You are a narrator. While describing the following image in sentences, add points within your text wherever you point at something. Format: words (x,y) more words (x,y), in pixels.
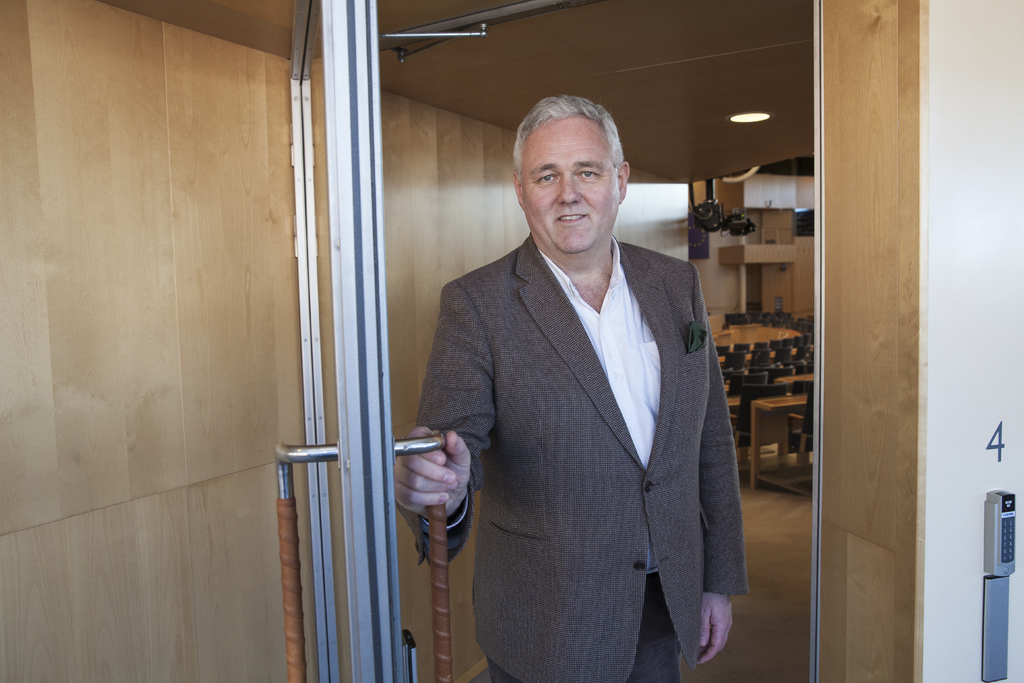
Here I can see a man (582,462) wearing suit (587,446), standing, smiling and giving pose for the picture. He is holding a metal rod (423,447) which is attached to the door (342,280). On the right (952,255) and left sides of the image I can see the walls (927,208). In the background (750,366) I can see few empty chairs (781,357) on the floor (775,521).
